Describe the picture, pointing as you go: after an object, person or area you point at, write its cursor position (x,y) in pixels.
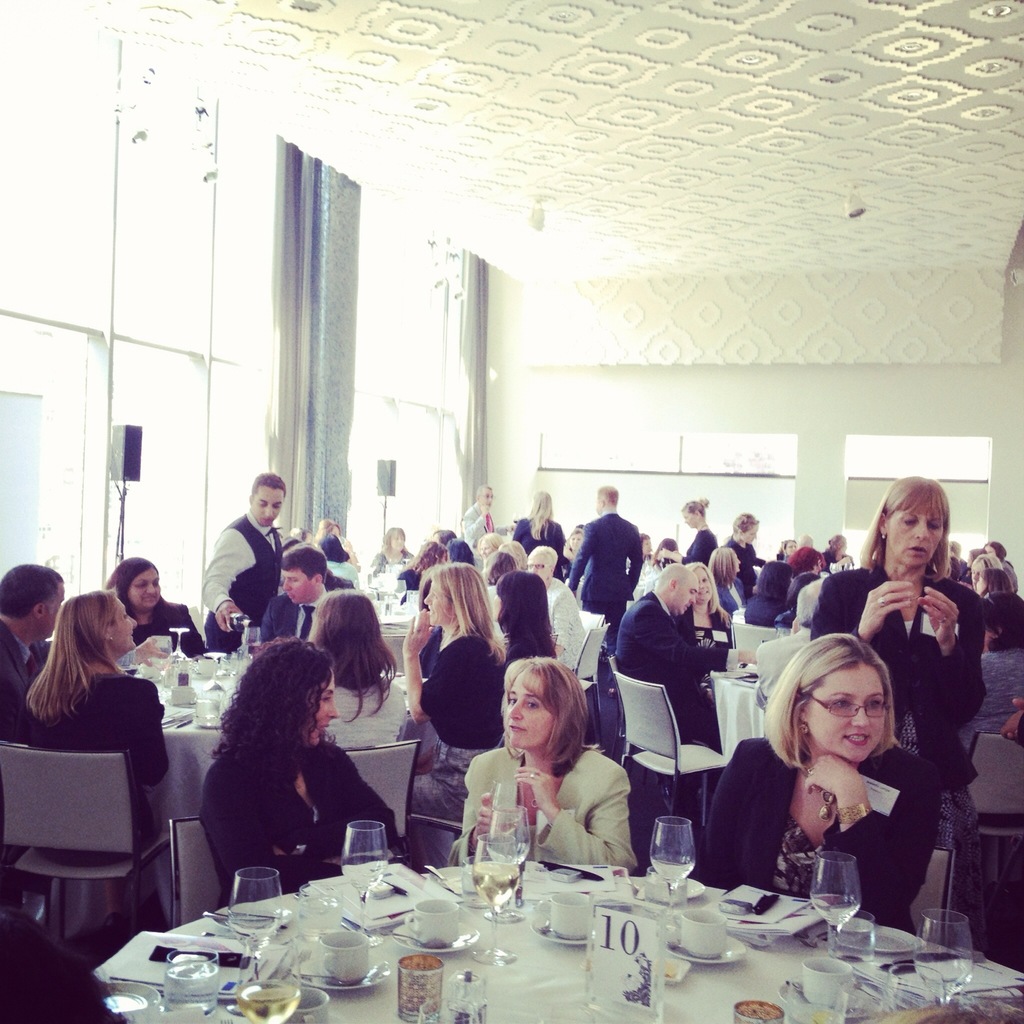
The image seems to be of dining hall (1006,424) with tables (392,950) and chairs (219,881). People (621,812) sat around the table (706,964) and there are cups (700,941), glasses (292,944), forks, plates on it. And on to the left side (234,411) there is glass wall (197,372) with curtain (348,380). The ceiling (660,194) has carvings (730,163).
